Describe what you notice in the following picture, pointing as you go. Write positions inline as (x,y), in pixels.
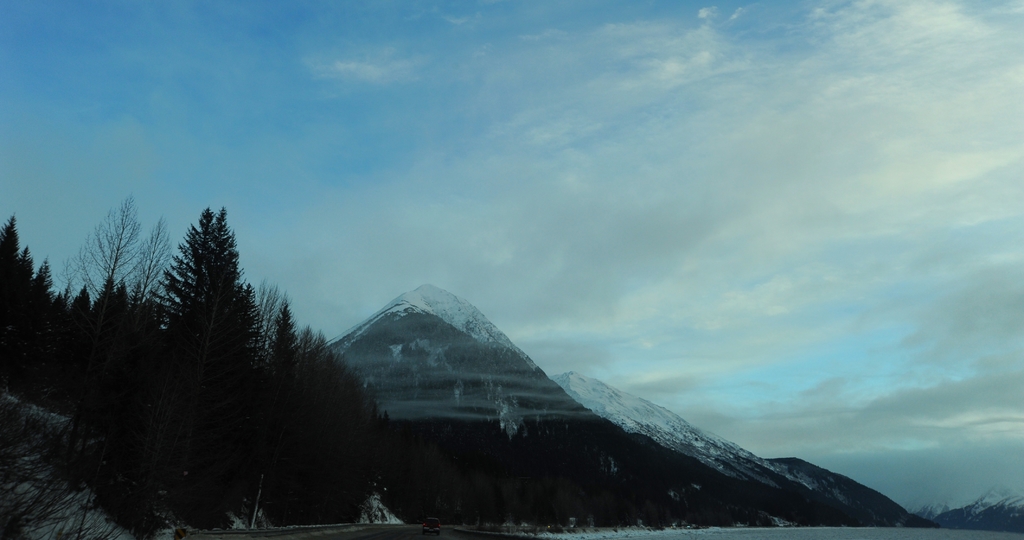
On the left side (184,396), there are trees (200,440). In the background (577,444), there are hills (426,431) and these hills (520,399) are covered with the ice (638,408). At the top (440,86), we see the sky (486,158), which is blue in color.
